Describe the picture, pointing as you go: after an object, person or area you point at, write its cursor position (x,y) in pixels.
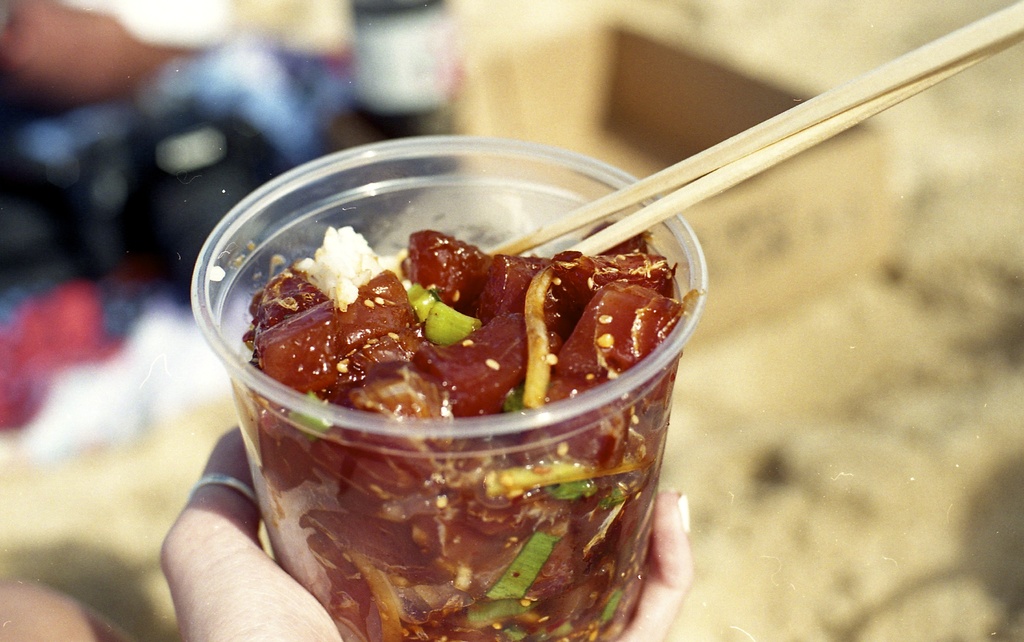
In this image i can see a human hand (231,564) holding a cup (338,549) there is food (458,402) inside the cup (437,439) and two sticks (548,236).
